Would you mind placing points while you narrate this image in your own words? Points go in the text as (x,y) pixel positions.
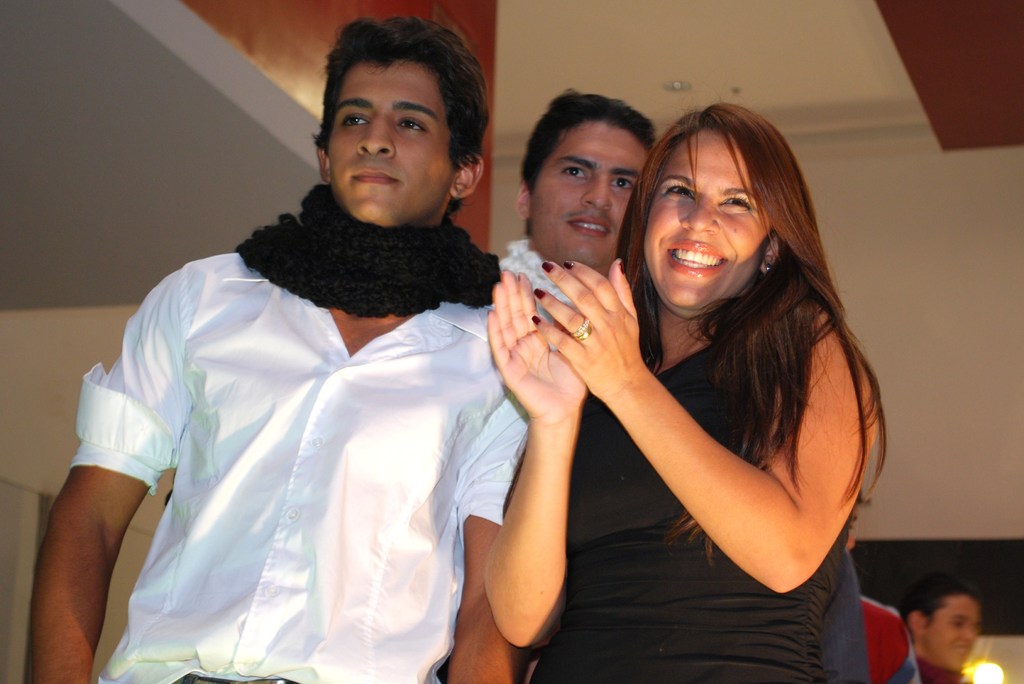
This picture shows the inner view of a building (520,226), three people (362,530) are standing, two men (922,654) in the background (947,648) near the light (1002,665), one light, two objects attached to the ceiling (621,2), one object (15,497) near the wall (7,479) on the left side of the image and one woman (785,463) with smiling face (744,223) hand (611,375) clapping in the middle of the image (550,309).
